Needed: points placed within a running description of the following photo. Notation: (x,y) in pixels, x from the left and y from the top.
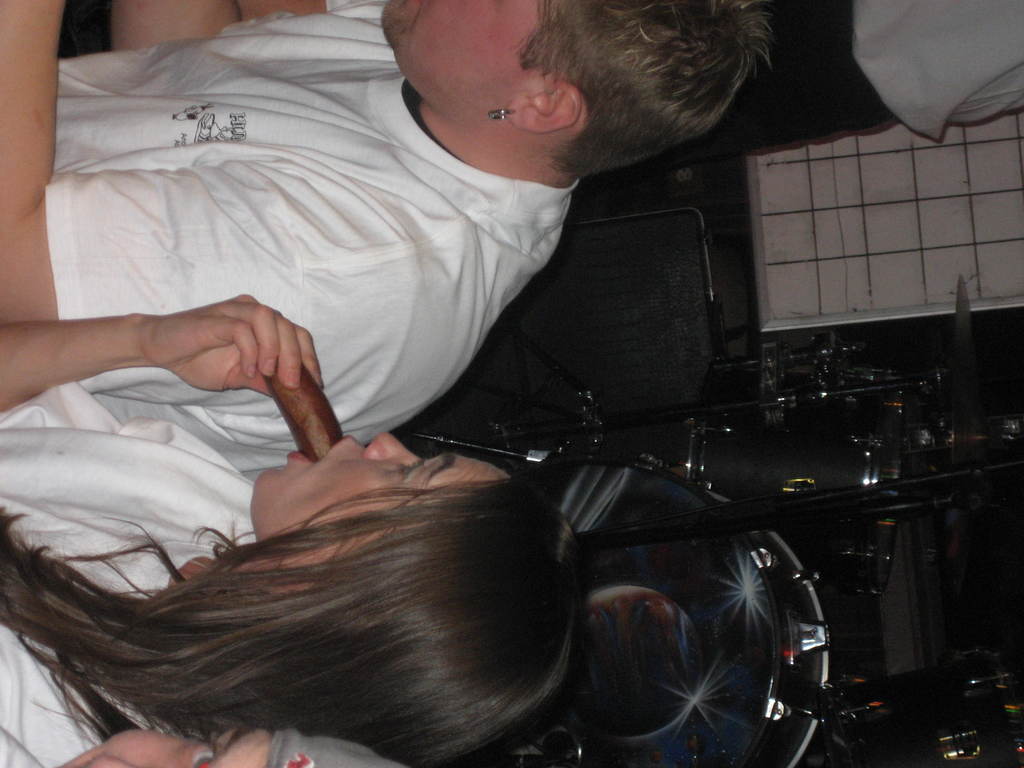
In the image we can see there are three people (214,504) wearing white color clothes (181,528). This is a food item (325,419), earring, chair (573,236) and other objects (822,510).
